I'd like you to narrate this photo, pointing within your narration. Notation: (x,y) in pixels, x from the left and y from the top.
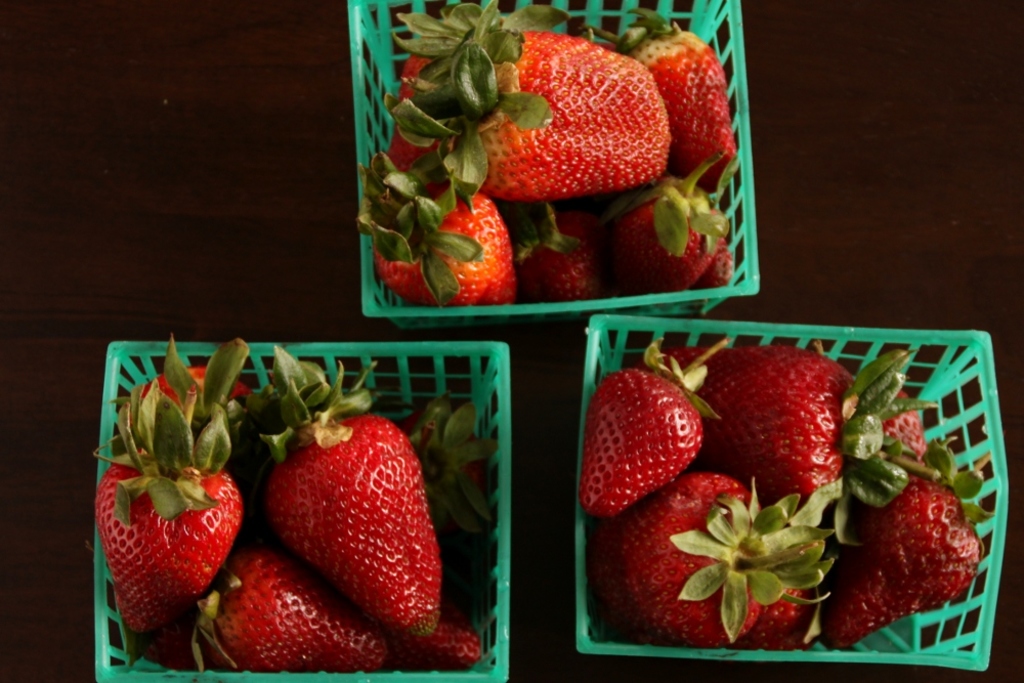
In this image, we can see some fruits (703,427) in green colored objects (748,236) are placed on the wooden surface (819,254).
